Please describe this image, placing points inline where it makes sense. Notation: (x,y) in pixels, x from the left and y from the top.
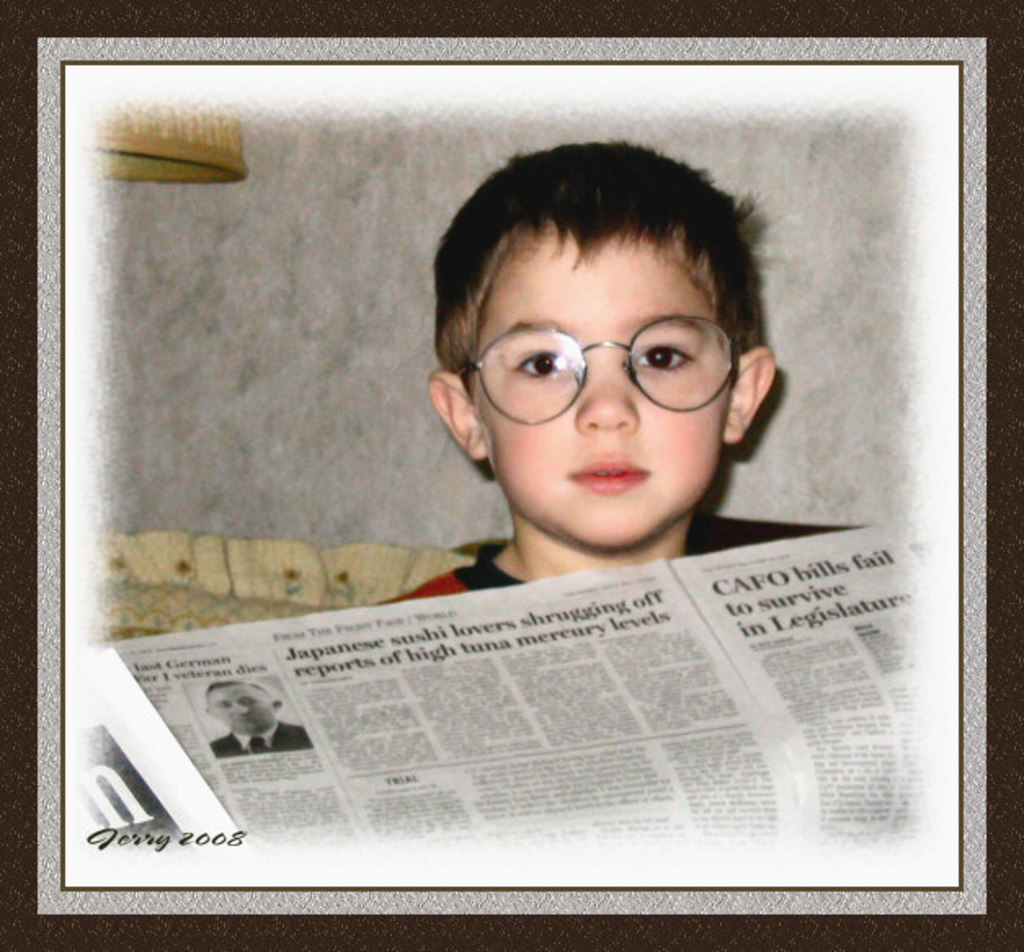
In this image there is a boy (591,270), newspaper (637,725) and objects (234,141). At the bottom left side of the image (160,836) there is a watermark (189,836).
